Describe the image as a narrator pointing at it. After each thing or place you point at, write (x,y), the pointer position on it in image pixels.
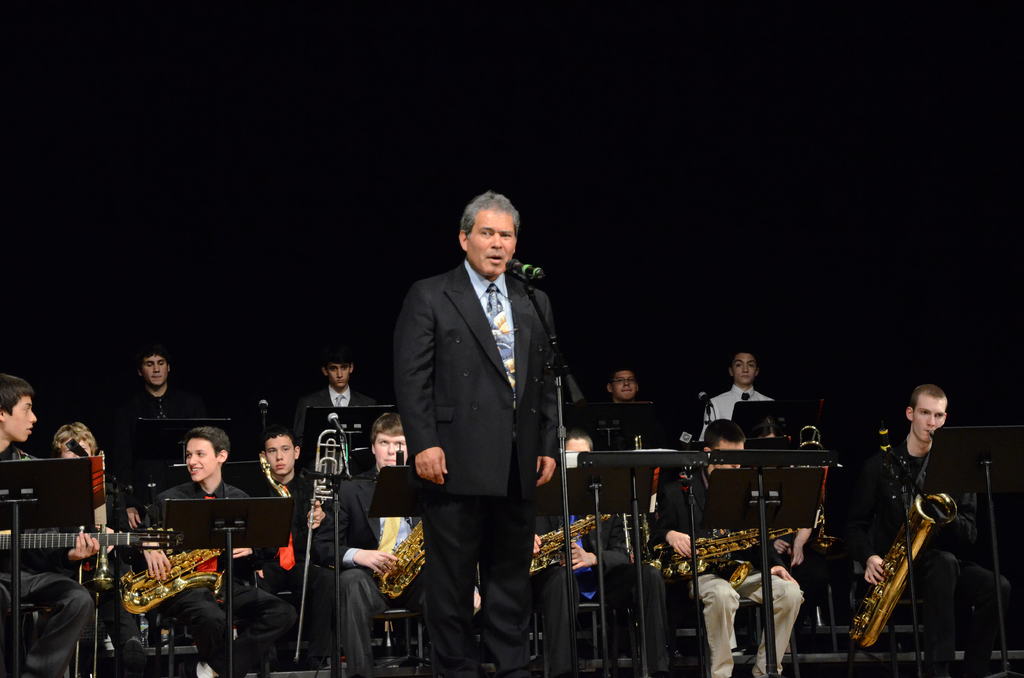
In this image in the center (455,371) there is one person (455,371) who is standing, and in front of him there is one mike (520,273) it seems that he is singing. And in the background (874,561) there are a group of people (396,454) who holding musical instruments (916,519), and playing and some of them are smiling. In front of them there are boards (42,479) and poles (993,513) and there is a black background (817,128).
